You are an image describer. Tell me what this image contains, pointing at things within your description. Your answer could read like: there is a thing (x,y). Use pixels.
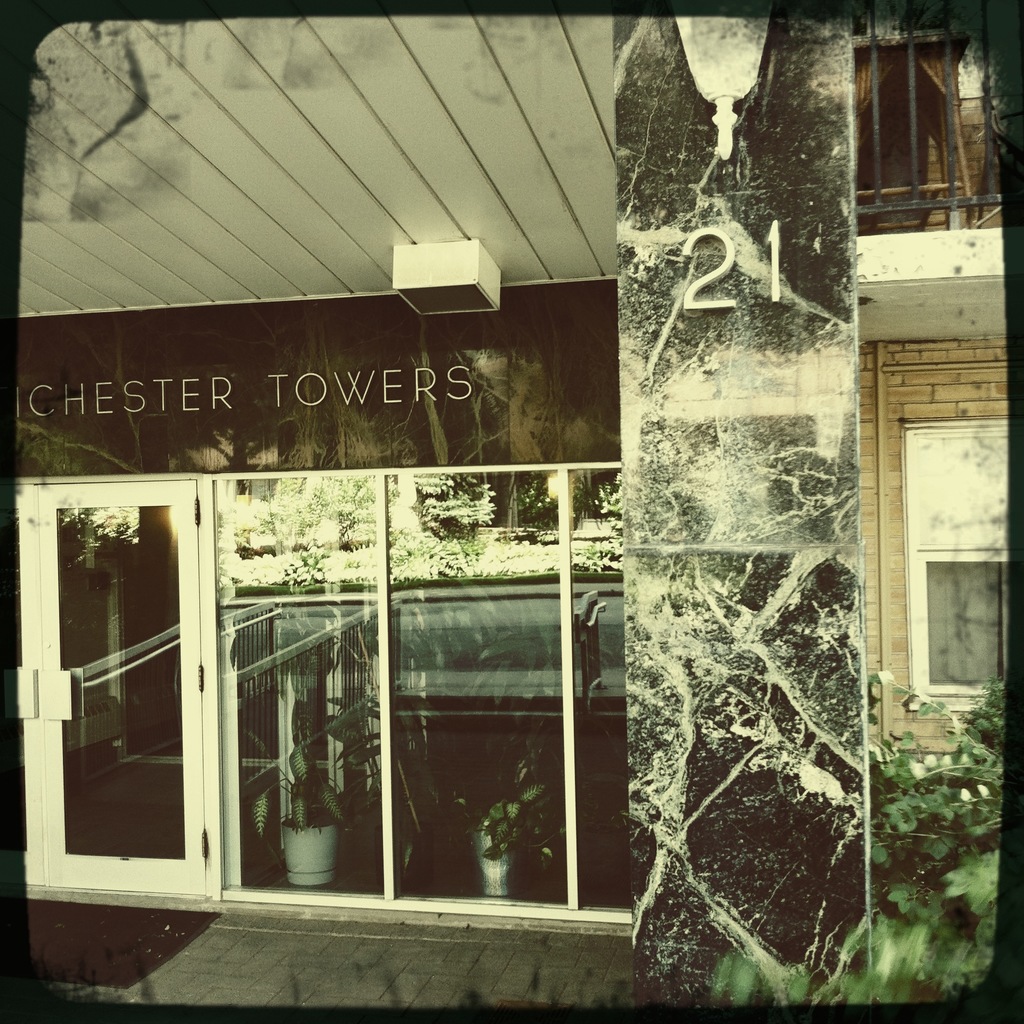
This image is taken outdoors. At the bottom of the image (254,990) there is a floor (228,957) with a mat (98,945). In this image there is a building (631,334) with a few walls (900,490), windows (942,469), railings (954,140), a roof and doors (88,726). There is a board (251,378) with a text (61,402) on it. On the right side of the image (938,774) there are a few plants (876,885).
